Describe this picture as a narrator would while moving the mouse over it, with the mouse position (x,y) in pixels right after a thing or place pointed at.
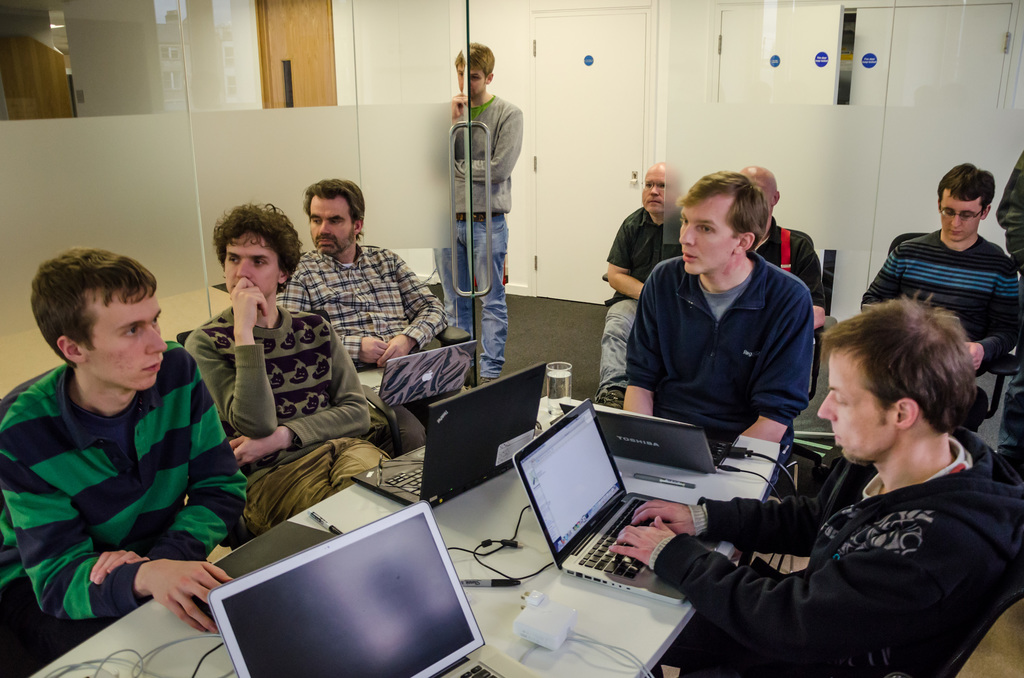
Here we can see few people (37,629) are sitting on the chairs (385,427) and on the right (750,585) a man (923,537) is working on a laptop (634,570) which is on a table (504,624) and we can see laptops (458,454), adapter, cables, pens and a glass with water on the table (395,507). In the background (157,189) we can see glass doors (102,197), doors (633,93) and wall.
